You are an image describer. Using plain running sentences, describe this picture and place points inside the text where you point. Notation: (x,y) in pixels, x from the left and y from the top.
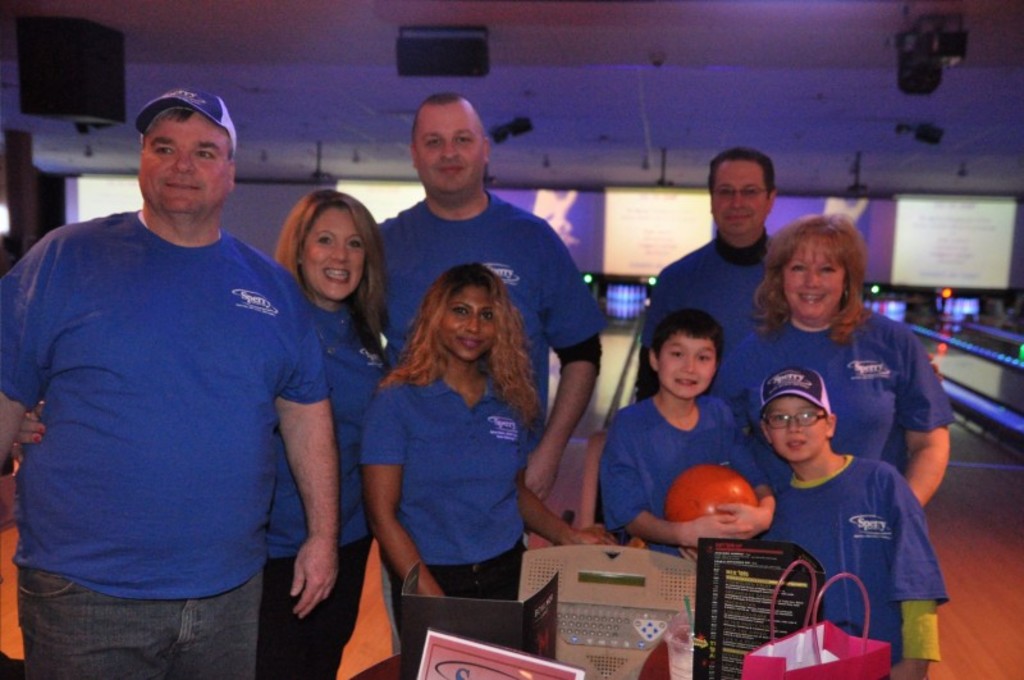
In this image there are group of persons (502,380) standing and smiling. In the front (639,609) there are objects (690,625) which are red, black and brown in colour. In the background (898,57) there are lights (912,55) and there is a wall (774,163).
